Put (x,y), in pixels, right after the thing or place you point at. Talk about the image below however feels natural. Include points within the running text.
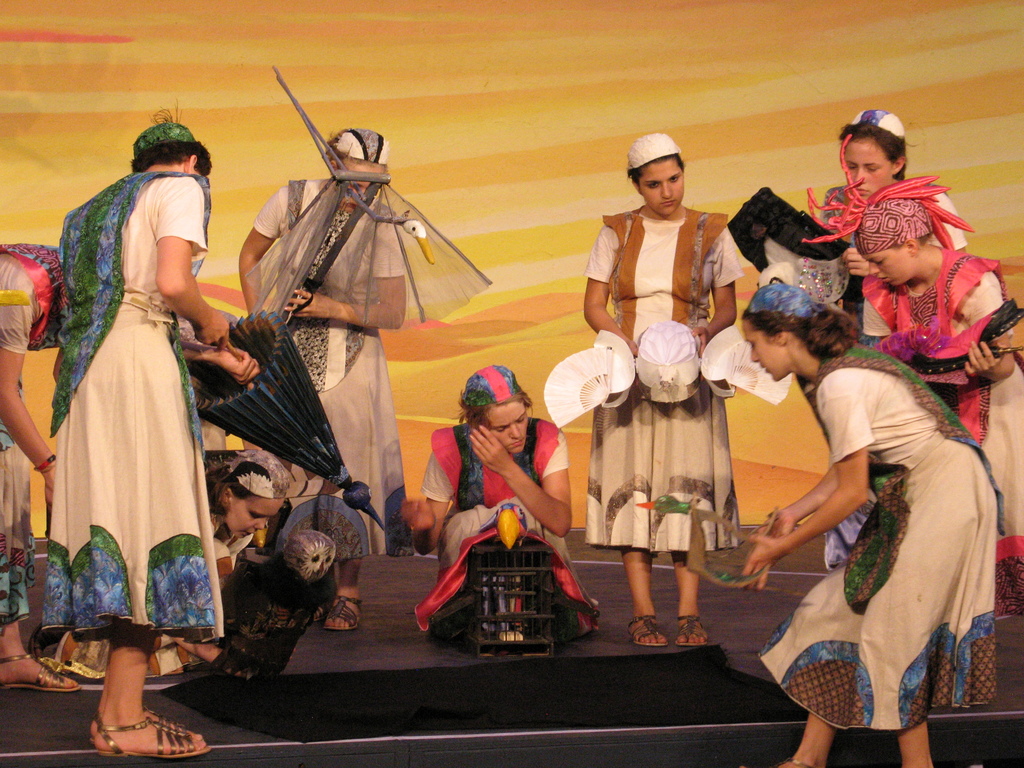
In this image we can see a few people (376,410) holding some objects (306,420), in the background (439,121) we can see the wall (109,175).
